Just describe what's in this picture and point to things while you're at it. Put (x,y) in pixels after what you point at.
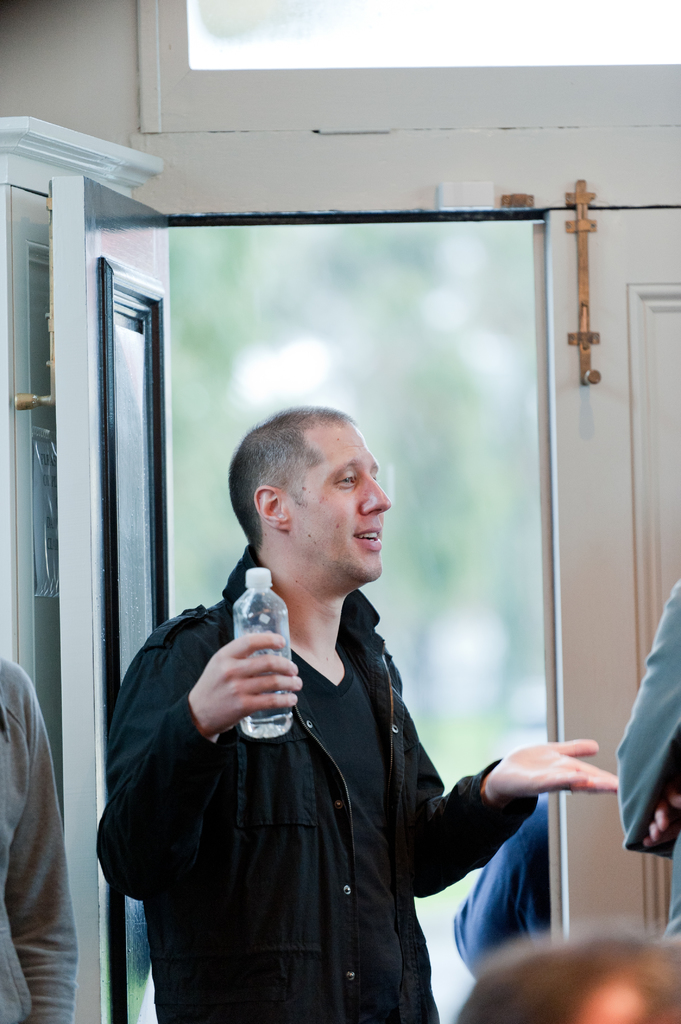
In this image we can see a man (293,681) standing and smiling, and holding a water bottle (276,608) in the hand (238,670), and in front here is the door (126,309), and here are the persons (489,934) standing.
